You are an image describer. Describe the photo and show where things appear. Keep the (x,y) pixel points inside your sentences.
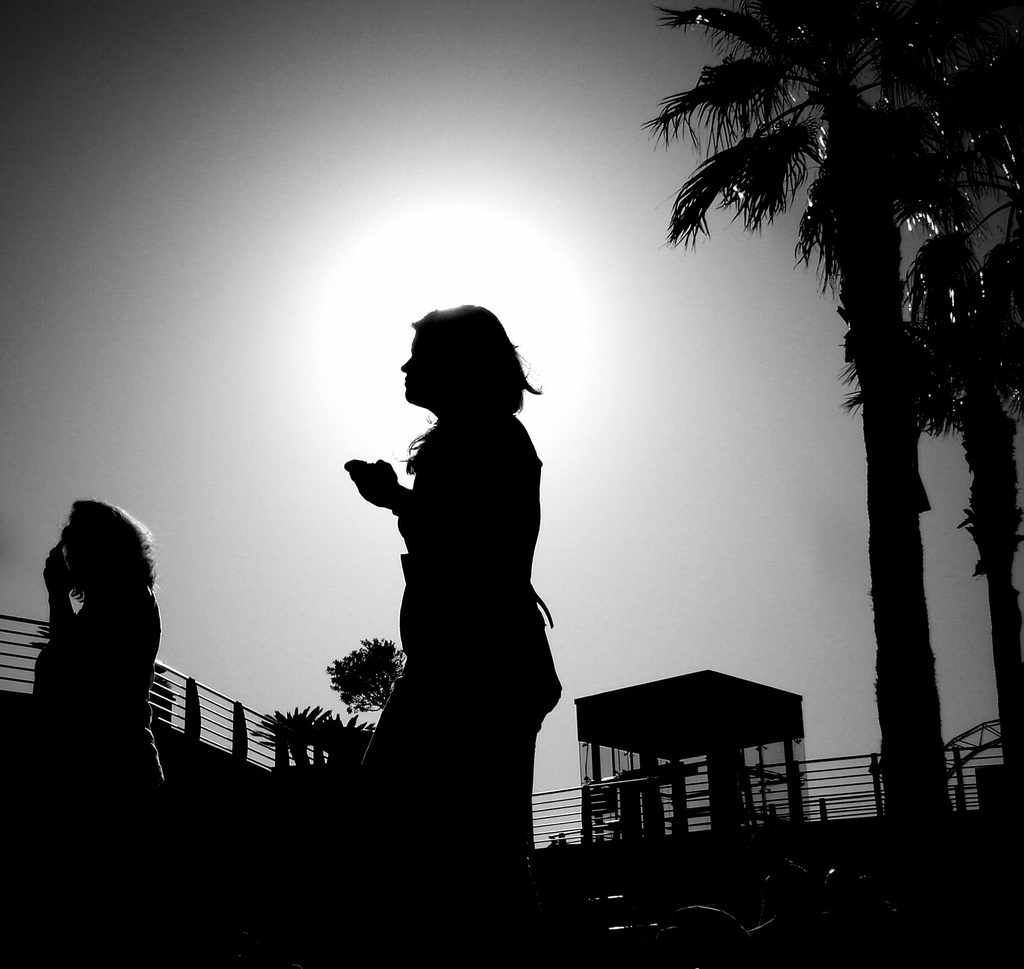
This is a dark image, we can see two persons (467,822), at the right side (918,547) there are some trees (859,254), at the top (527,275) there is a sky (537,282).
